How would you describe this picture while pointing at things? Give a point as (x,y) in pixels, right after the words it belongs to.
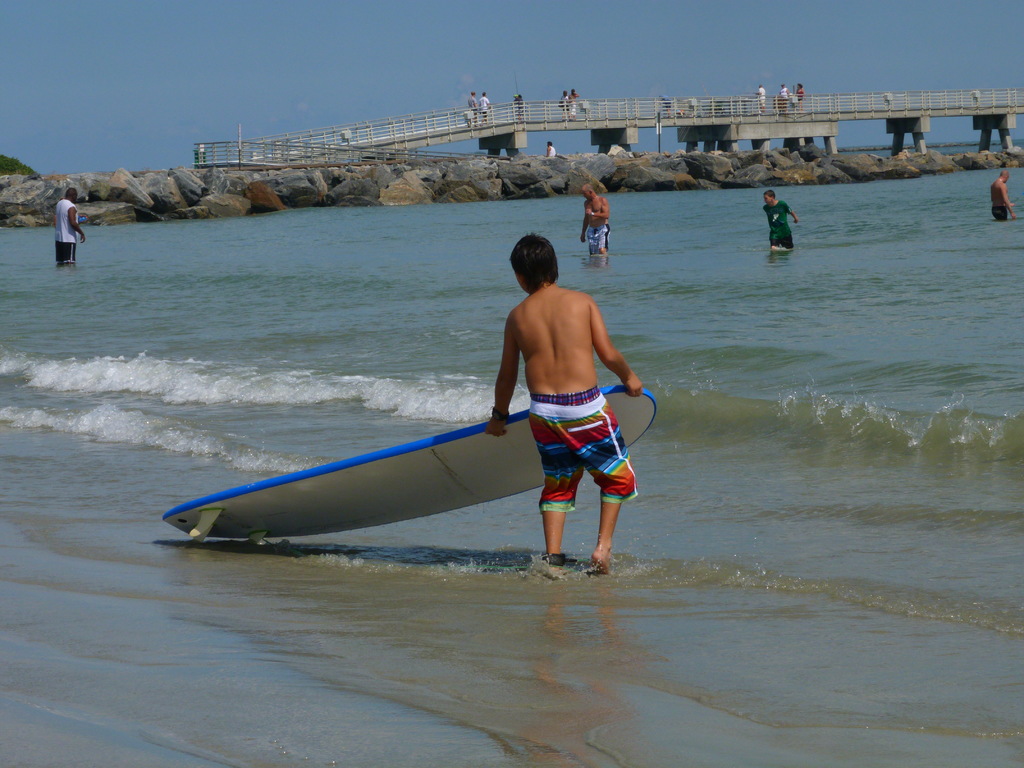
In this image I can see there are group of people (609,369) who are in the water (762,365) and some are on the bridge (538,118).
